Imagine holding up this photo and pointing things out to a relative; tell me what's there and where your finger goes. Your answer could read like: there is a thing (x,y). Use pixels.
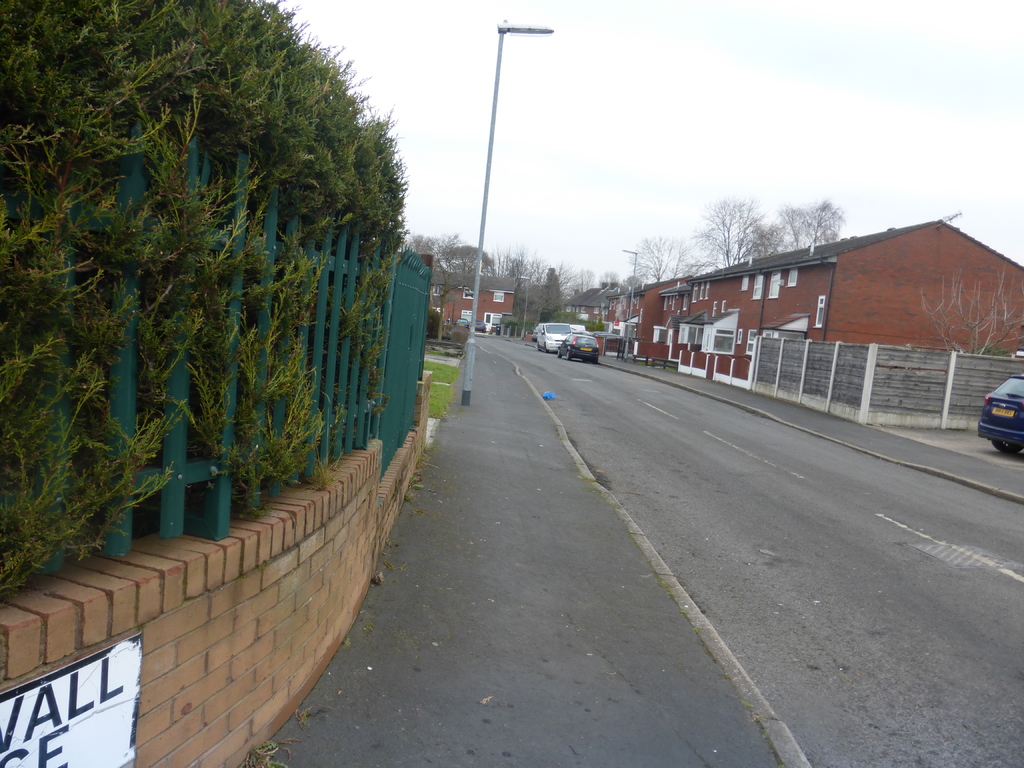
This is an outside view. On the right side (885,640) there is a road (766,583) and I can see few vehicles (558,340) on this road (673,433). On both sides of the road (772,528) I can see the buildings (454,297), trees (450,247) and poles (488,178). On the left side (200,524) there is railing (328,363) and also I can see few plants (214,69). At the top of the image (741,108) I can see the sky (706,59).
